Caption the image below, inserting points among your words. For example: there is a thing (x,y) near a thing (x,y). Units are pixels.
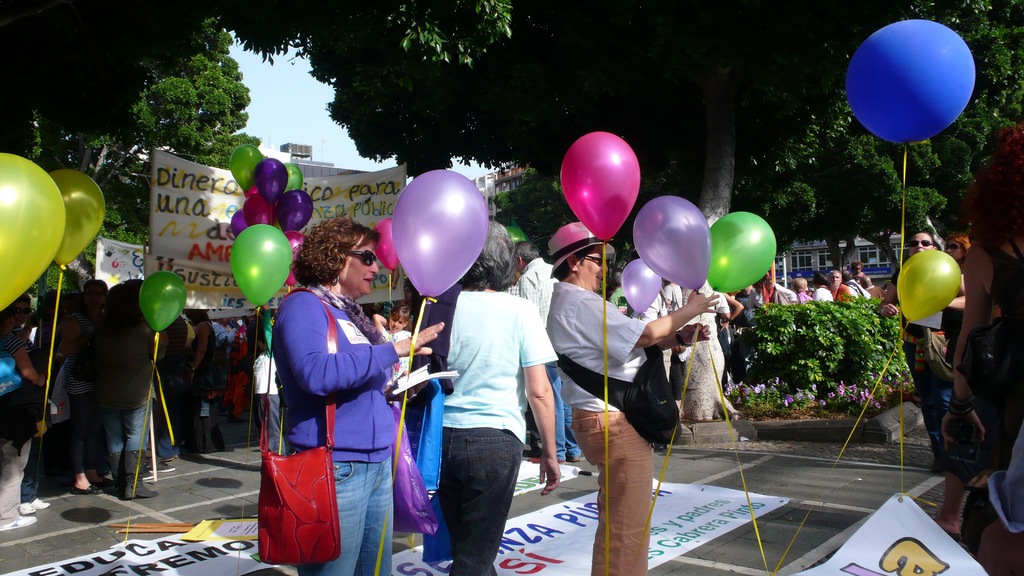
In this image I can see in the middle (361,280) few persons (508,430) are standing by holding the balloons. At the back side (187,280) there is the banner (227,208), at the top (384,95) there are trees (732,26).
